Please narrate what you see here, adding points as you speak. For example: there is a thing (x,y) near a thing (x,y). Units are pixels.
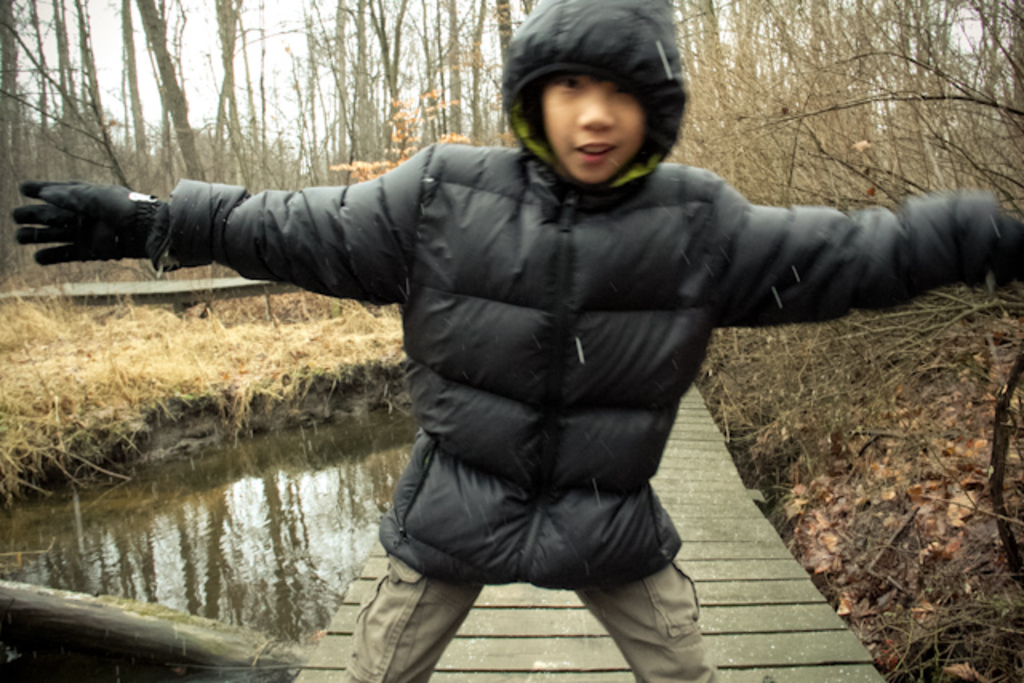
There is a boy (622,198) in black color coat (622,198), smiling and stretching his hands (367,250) on the wooden floor (617,658) of a bridge (743,645), which is on the water pond (357,493). In the background (148,338), there is a dry grass (109,393), there are trees (815,34) and there is sky (113,34).
